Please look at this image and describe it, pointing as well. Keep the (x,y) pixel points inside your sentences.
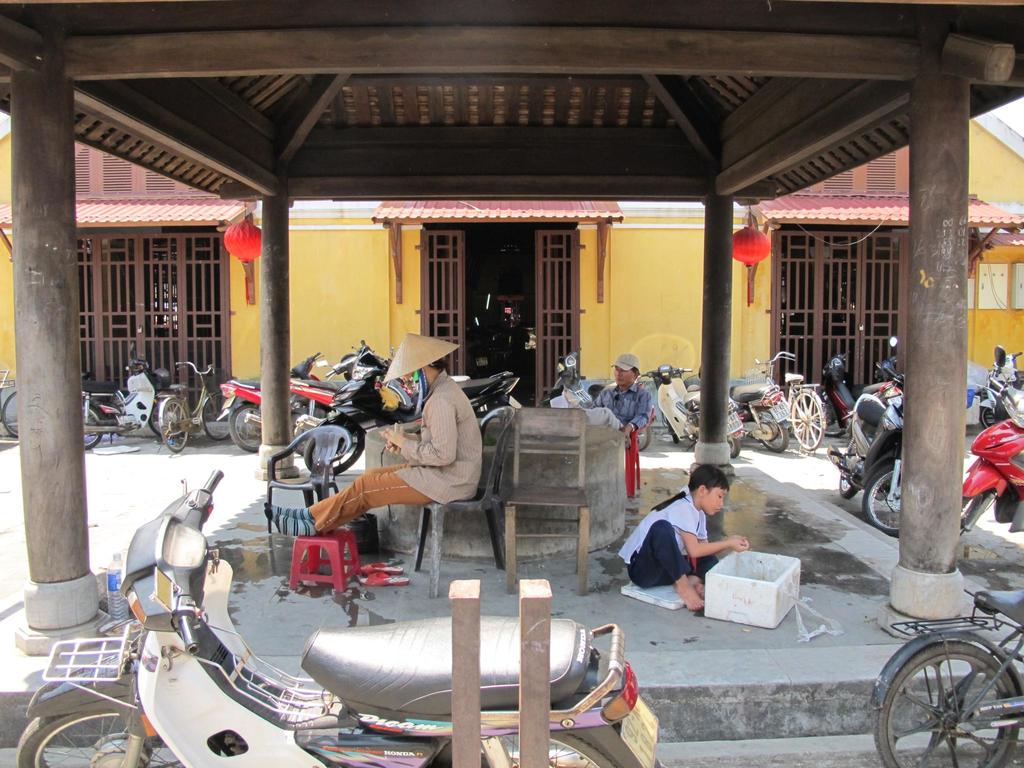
In this image we can see a person (689,574) sitting on the ground (672,487) and there are two persons (621,387) sitting on the chairs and holding objects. And we can see the vehicles (364,422) parked on the ground (397,617). There are few objects (782,579) under the shed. In the background (745,225), we can see the building (362,286) with windows (160,274) and door (540,315).
